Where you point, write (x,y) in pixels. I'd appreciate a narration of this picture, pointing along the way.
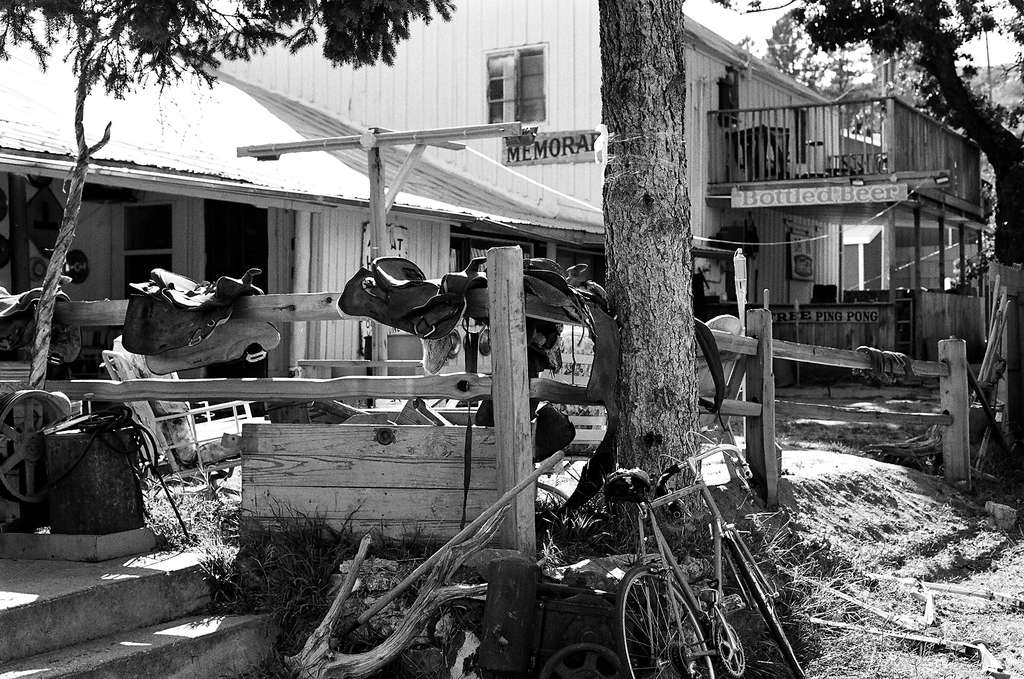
In this image I can see a bicycle (638,678), trees (302,9), few wooden objects (523,307). Background (898,178) I can see few houses (813,121) and the sky (739,28) and the image is in black and white.
